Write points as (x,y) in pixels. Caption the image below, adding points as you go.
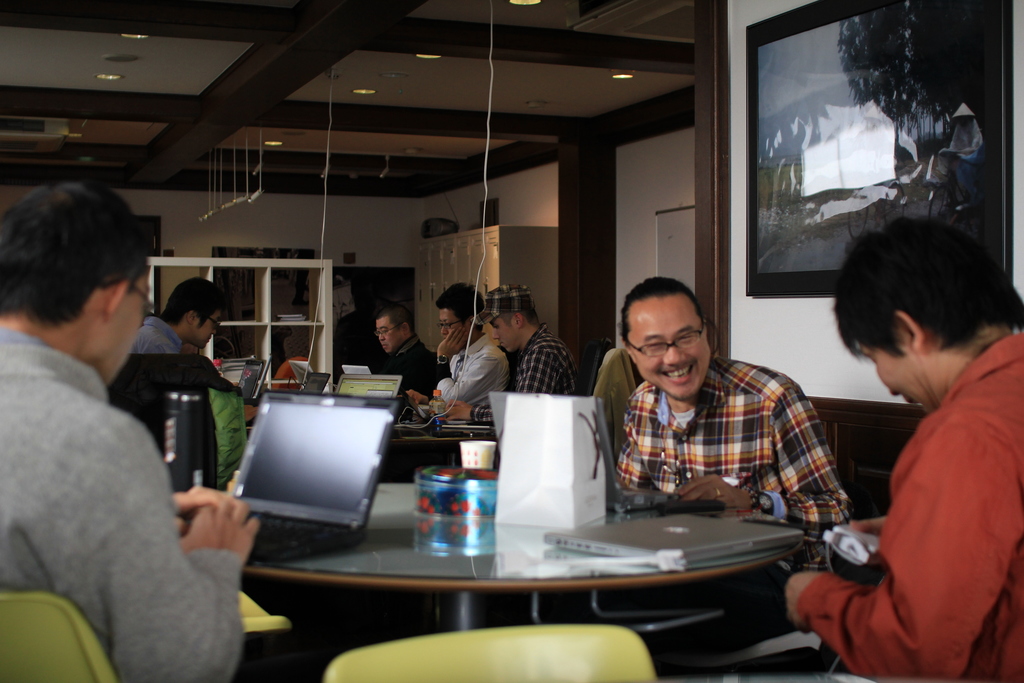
In this picture we can see a group of people (404,366) sitting on chairs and in front of them on table (363,577) we have laptop (357,459), bag (526,513), box (473,491), cup (472,451) and in front (665,336) this person (679,382) is smiling and in background (369,272) we can see wall (268,243), racks (317,262), cupboards (433,269), pillar (611,259), frame (867,47).
